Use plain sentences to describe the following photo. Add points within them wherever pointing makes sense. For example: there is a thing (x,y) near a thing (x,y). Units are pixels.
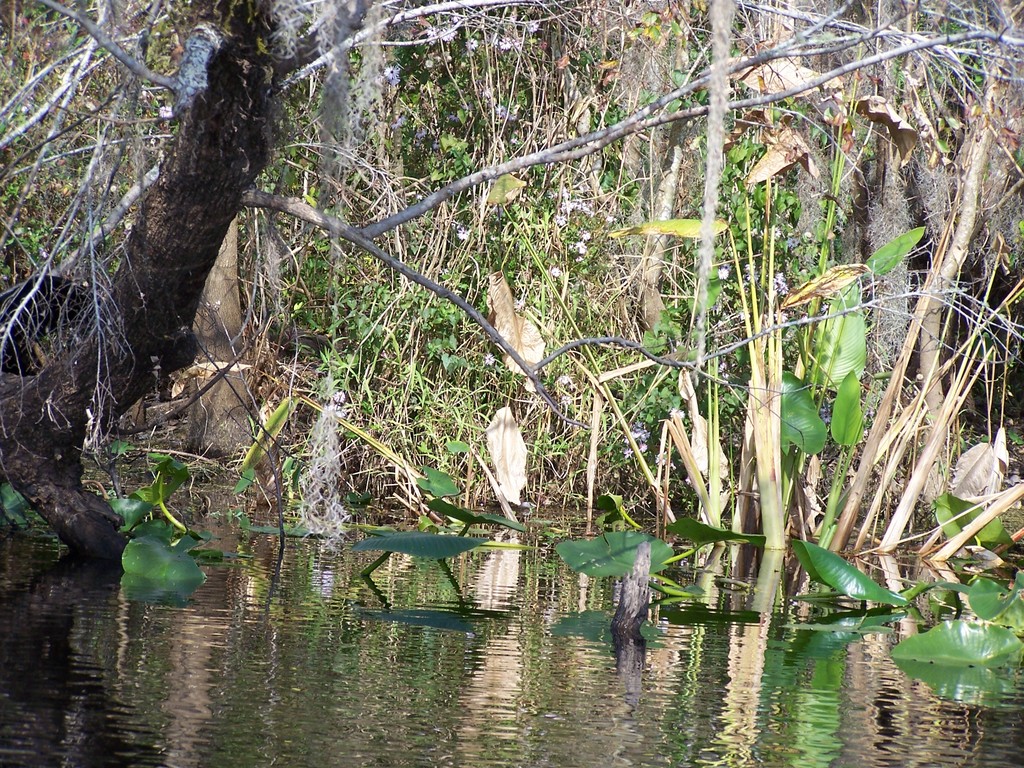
In this image I see the plants (566,258) and the water (672,663).
